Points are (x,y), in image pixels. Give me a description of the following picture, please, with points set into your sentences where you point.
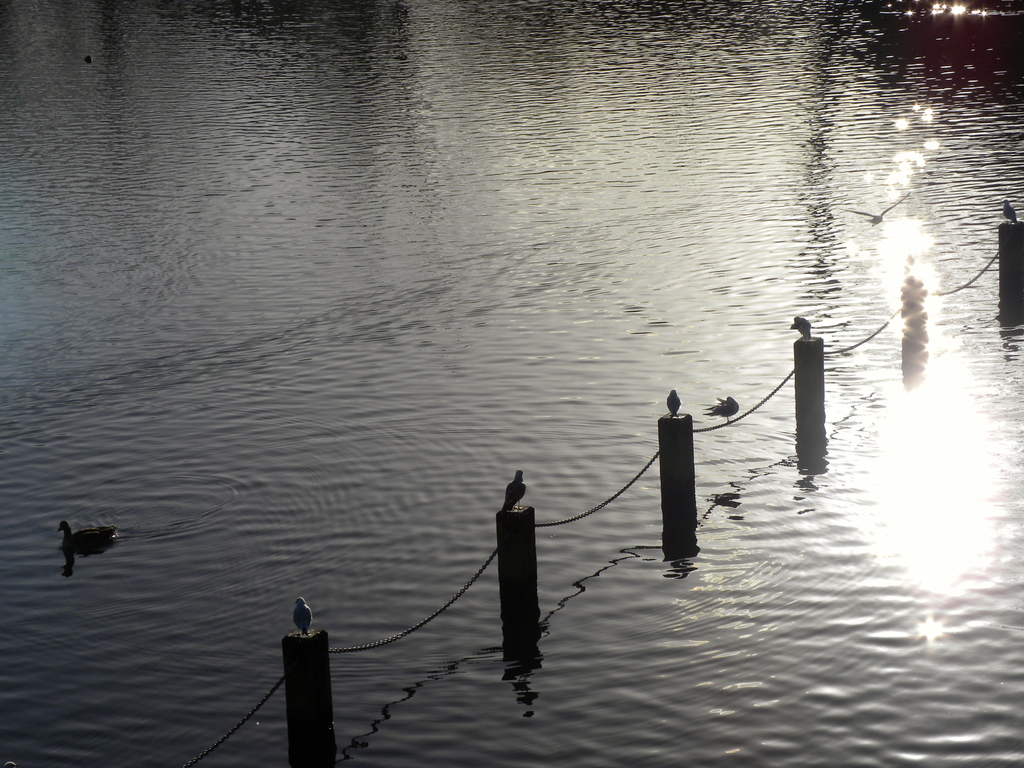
Here we can see birds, poles (920,328), and chain (870,337). This is water (557,237).
